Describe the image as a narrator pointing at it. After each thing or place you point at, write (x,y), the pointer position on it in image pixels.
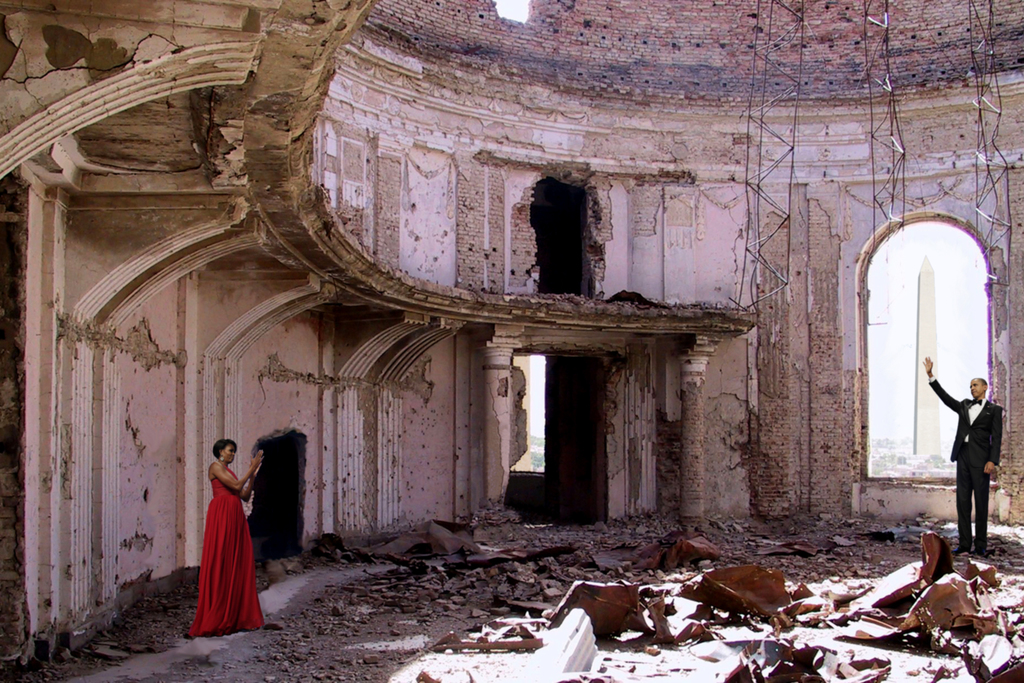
In the center of the image (465,428) there is a broken building (455,418). At the left side of the image (254,562) there is a lady (248,548) standing in a red dress (205,541). At the right side of the image (967,419) there is a man (956,445) standing wearing a black color suit (961,491).
